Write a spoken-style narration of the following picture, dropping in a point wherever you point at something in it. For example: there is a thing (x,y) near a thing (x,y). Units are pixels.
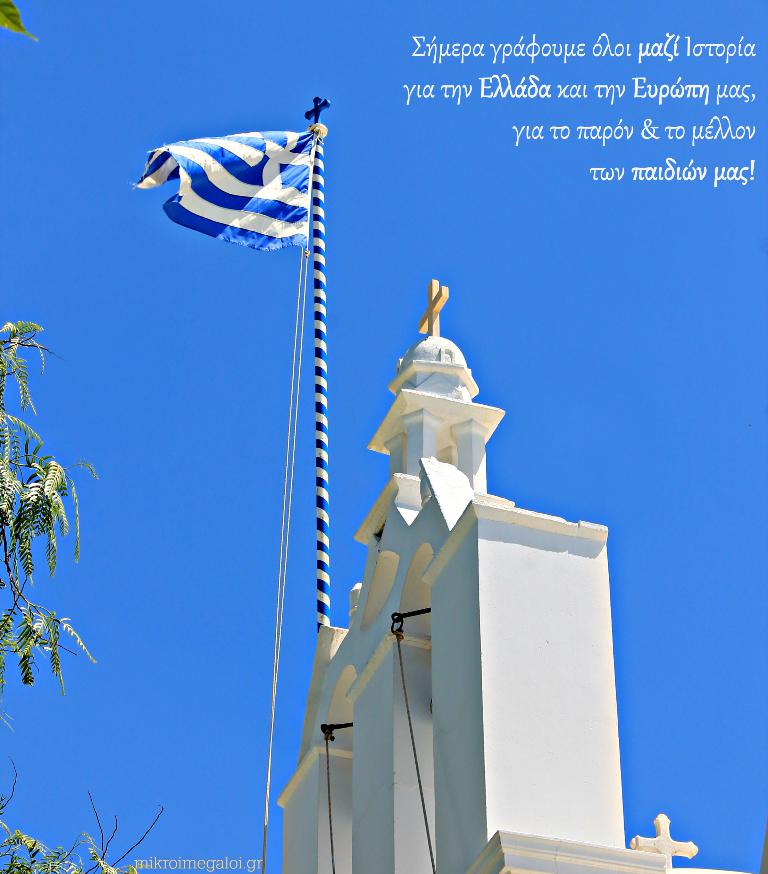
As we can see in the image there is a tree (7,434), flag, building (422,531), sky (328,187) and some matter (646,175) written on the top right (683,144).
